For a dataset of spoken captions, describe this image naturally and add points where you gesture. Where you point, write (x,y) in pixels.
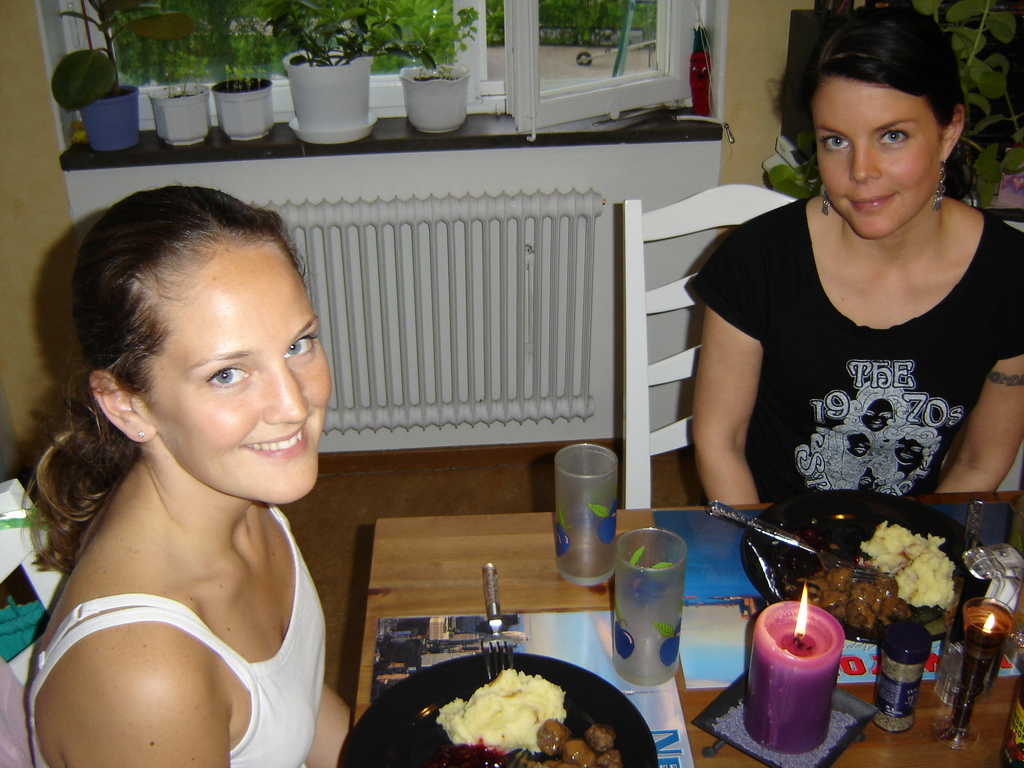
In this image, we can see two women (817,450) are sitting on the chairs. They are seeing and smiling. At the bottom (664,756), there is a wooden table (535,602). So many things (638,566) and items (603,699) are placed on it. here we can see food items (514,719) are on the black plates (384,706). Background (449,479) there is a floor (432,487). Here we can see a wall (764,93), few plants (988,93) with pots (353,77), window (552,60).
